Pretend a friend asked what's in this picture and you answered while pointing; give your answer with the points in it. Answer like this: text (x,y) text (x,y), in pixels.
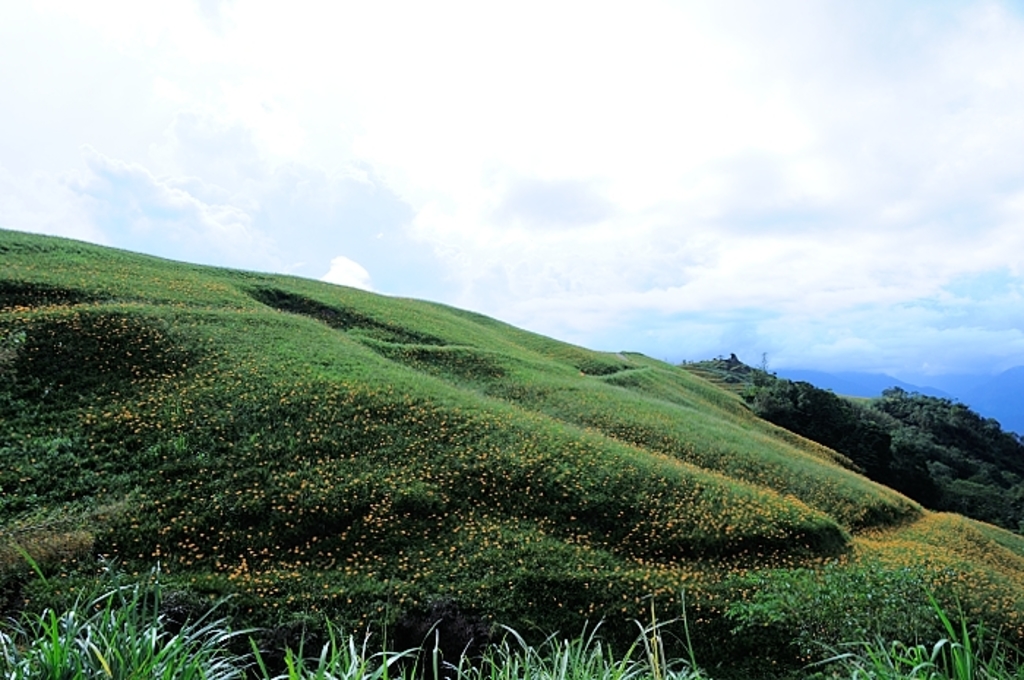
In this image we can see grass (532,539) and plants (389,503) with flowers (395,467) on the ground (485,460). In the background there are clouds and on the right side (937,464) we can see trees (962,496) and mountains (918,397).
